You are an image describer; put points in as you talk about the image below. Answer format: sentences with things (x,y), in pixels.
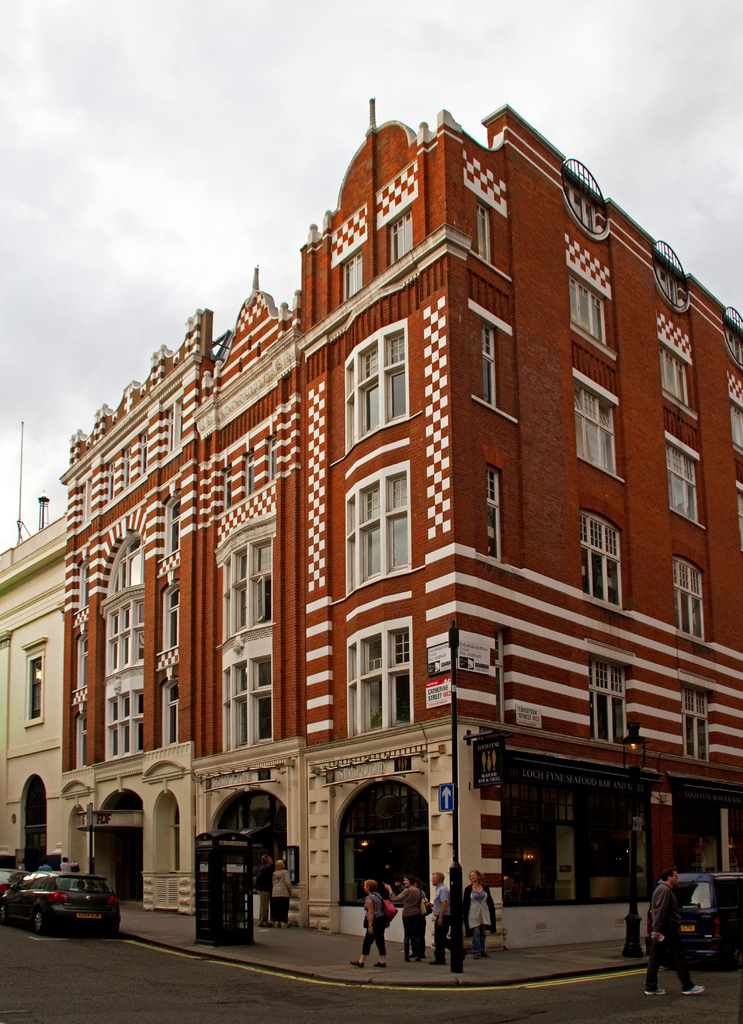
At the bottom of the image (717,893) few people (42,867) are standing and walking and there are some vehicles (706,877) on the road (203,1013). In the middle of the image (360,639) there is a building (721,767). Behind the building (280,323) there are some clouds (252,128) and sky (223,163).
